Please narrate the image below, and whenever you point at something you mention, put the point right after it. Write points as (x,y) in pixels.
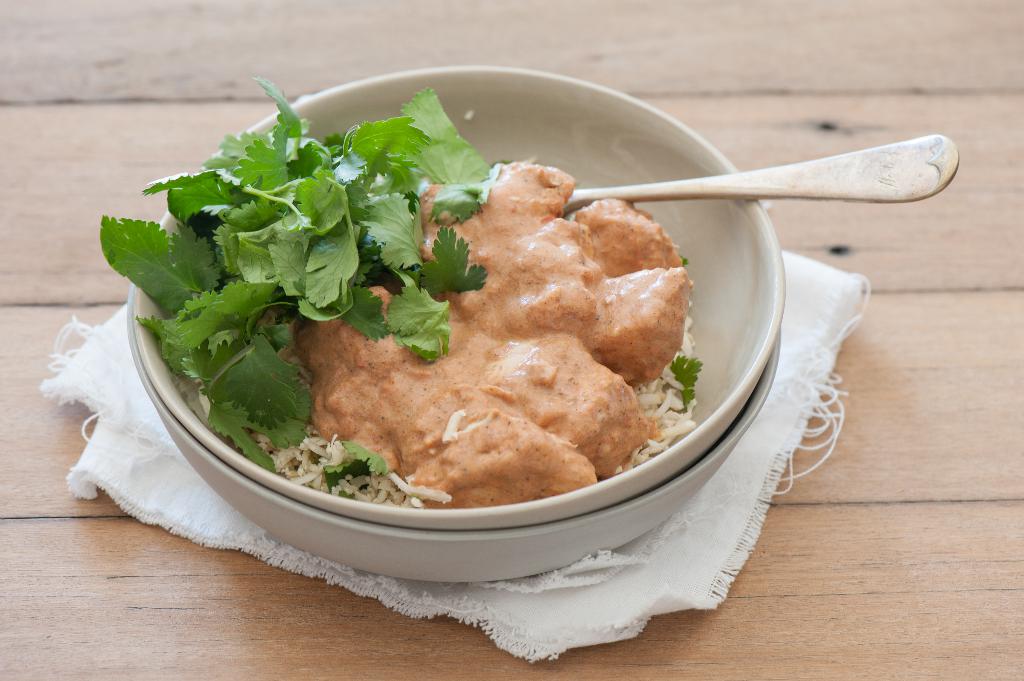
In this picture we can see two bowls (617,519) and a cloth (646,552) in the front (648,555), there are some coriander leaves (409,260) and food (456,315) present in the bowl (671,168), there is a spoon (677,186) here, at the bottom (904,557) we can see a wooden surface (904,541).
